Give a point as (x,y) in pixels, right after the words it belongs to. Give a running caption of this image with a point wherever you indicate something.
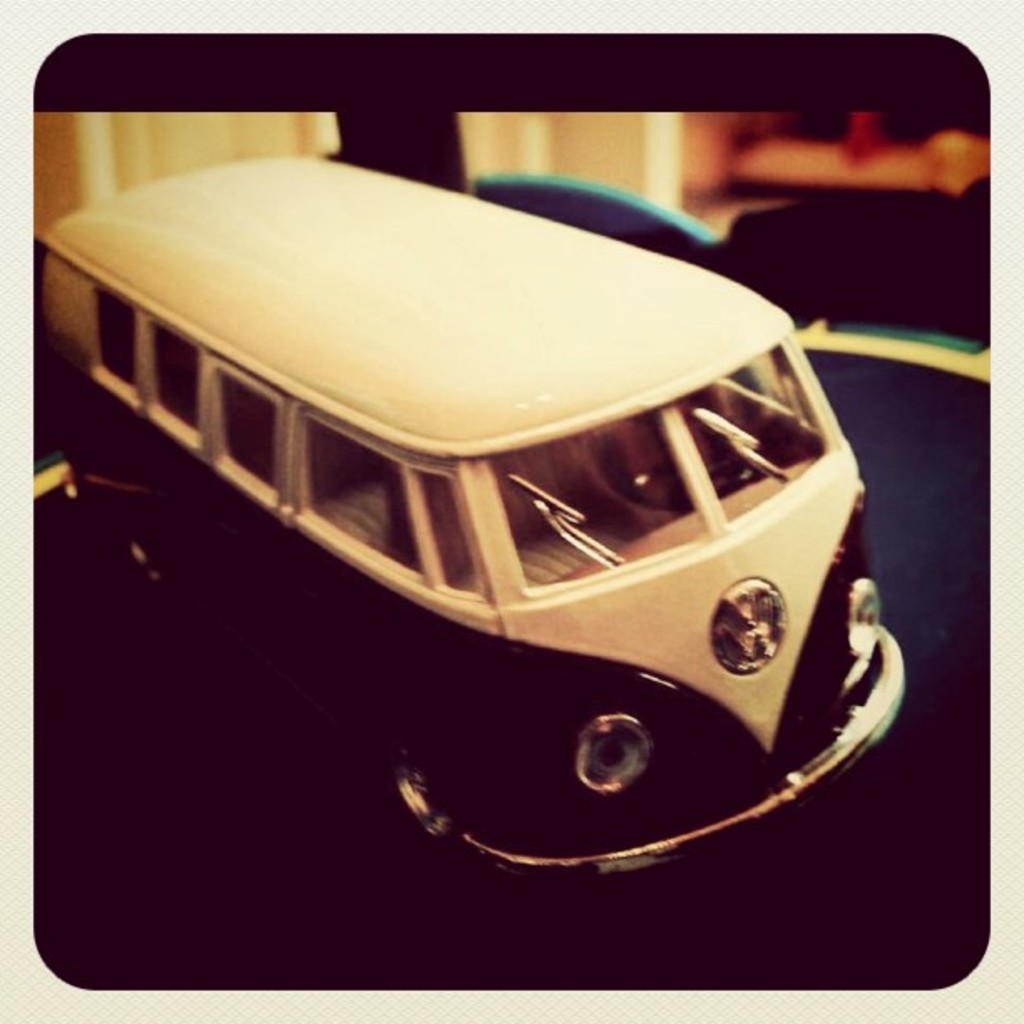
In this image, we can see a toy (695,597). We can see the ground (911,447) and the blurred background (634,146).
